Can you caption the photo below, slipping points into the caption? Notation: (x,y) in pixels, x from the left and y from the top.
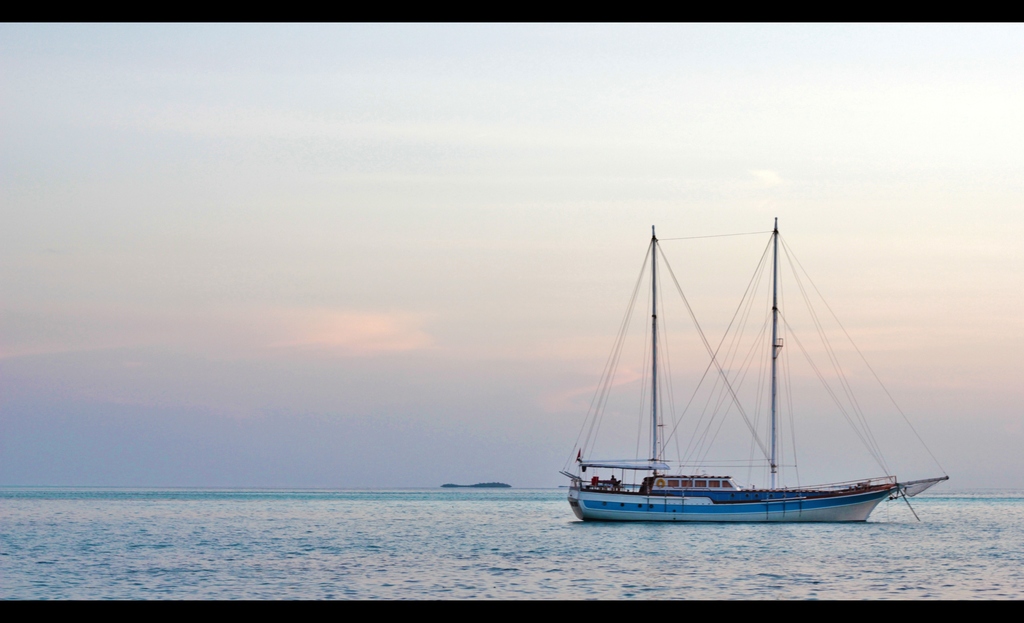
There is a sea (768,535) and a ship (679,474) is sailing on the sea (710,530).
